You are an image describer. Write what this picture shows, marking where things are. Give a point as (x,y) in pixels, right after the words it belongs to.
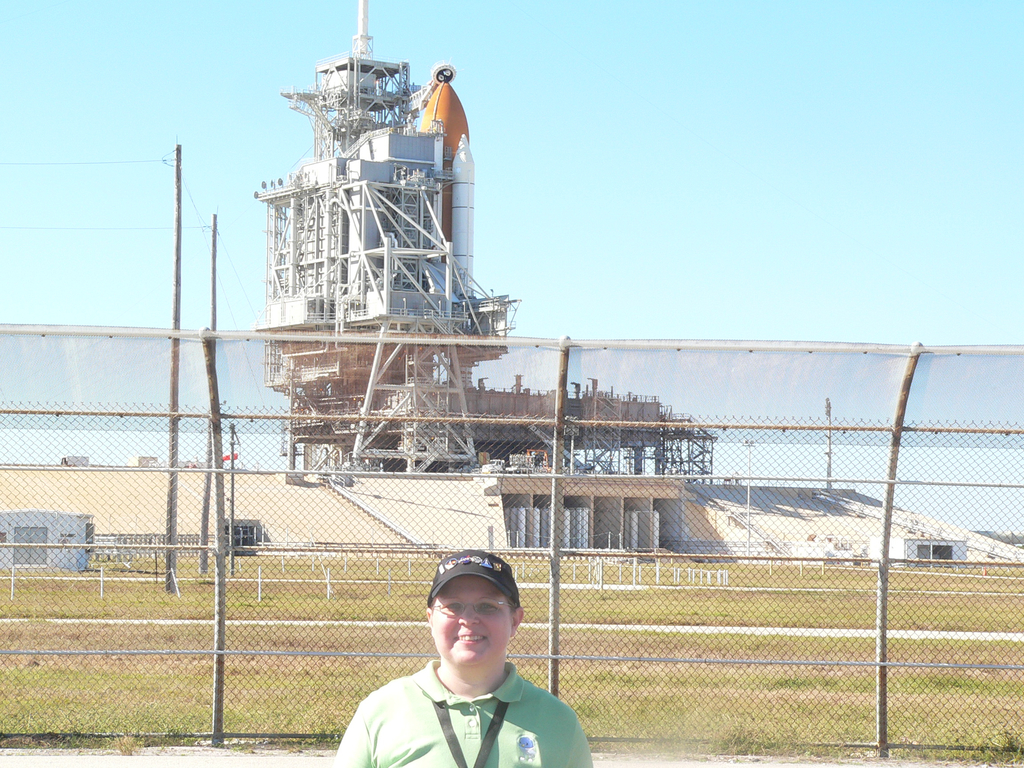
In this image we can see a person (487,666) standing beside the fence (363,339). On the backside (364,584) we can see a building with windows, grass (339,607), a construction tower (359,450) and the sky (819,214).
